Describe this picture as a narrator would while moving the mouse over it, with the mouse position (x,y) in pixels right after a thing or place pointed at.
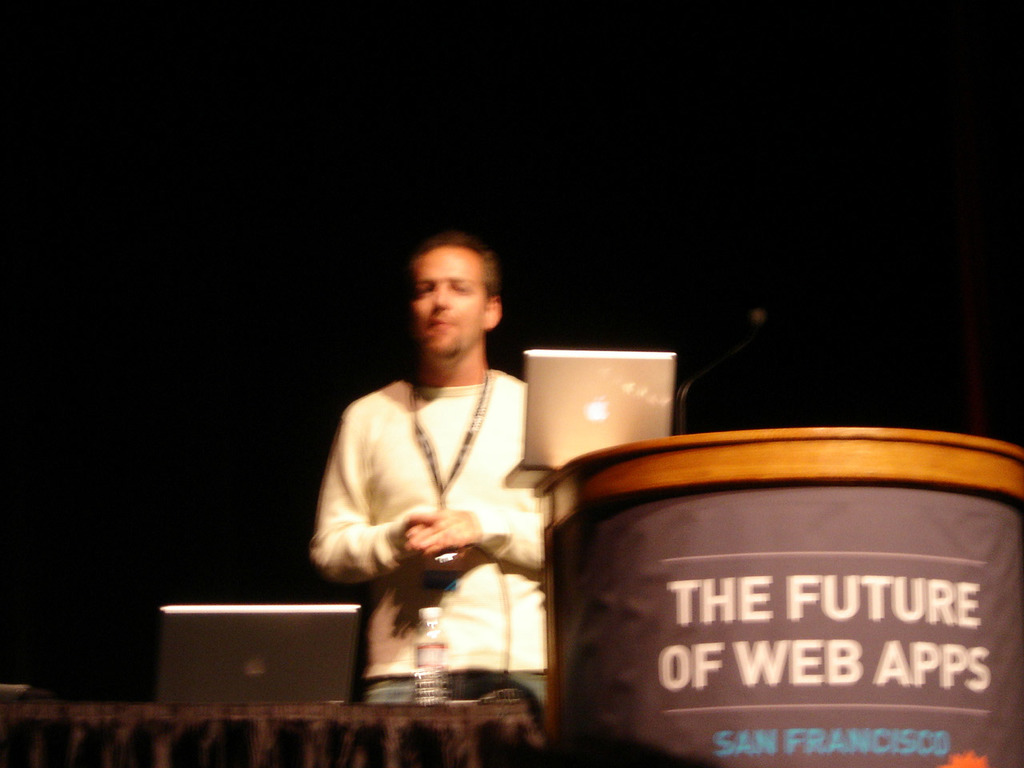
In this image we can see a person (444,438) wearing a white shirt (494,527) is standing in front of a table (323,703) on which a laptop (318,693) and a bottle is placed. To the right side of the image (816,480) we can see a podium (572,534) on which a microphone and a laptop (579,444) are placed.
